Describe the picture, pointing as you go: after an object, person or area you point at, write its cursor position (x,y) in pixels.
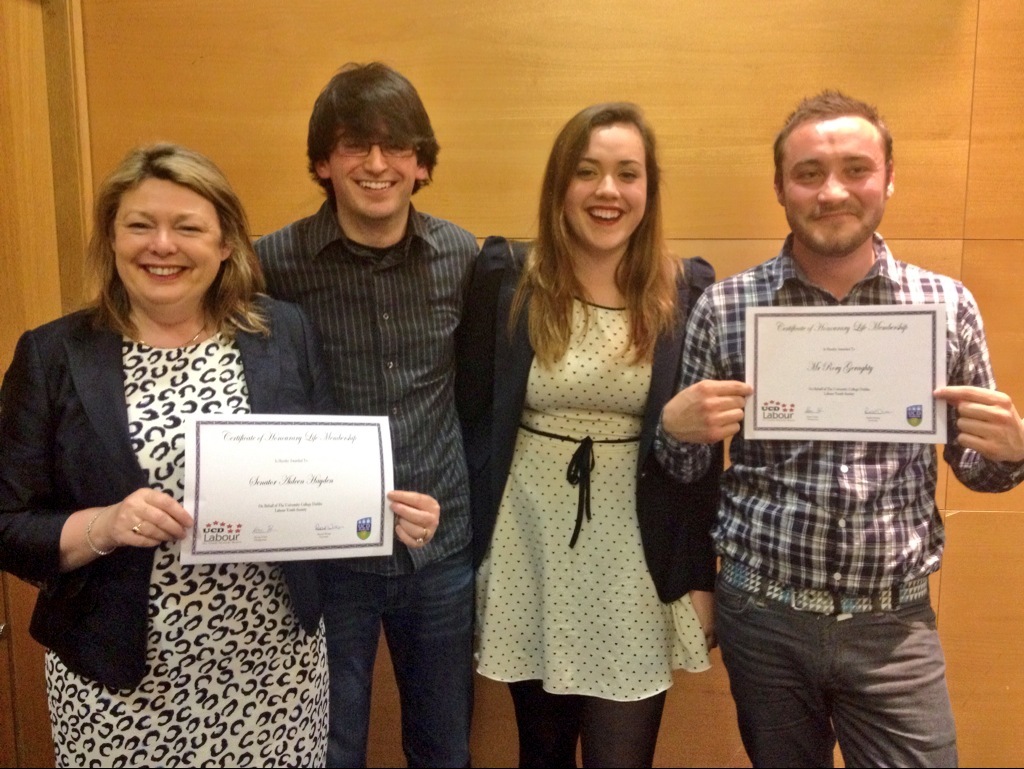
In this picture I can see few people (712,423) standing and couple of them holding certificates (929,407) in their hands (937,388). I can see a wooden wall (550,103) in the background (416,20).
